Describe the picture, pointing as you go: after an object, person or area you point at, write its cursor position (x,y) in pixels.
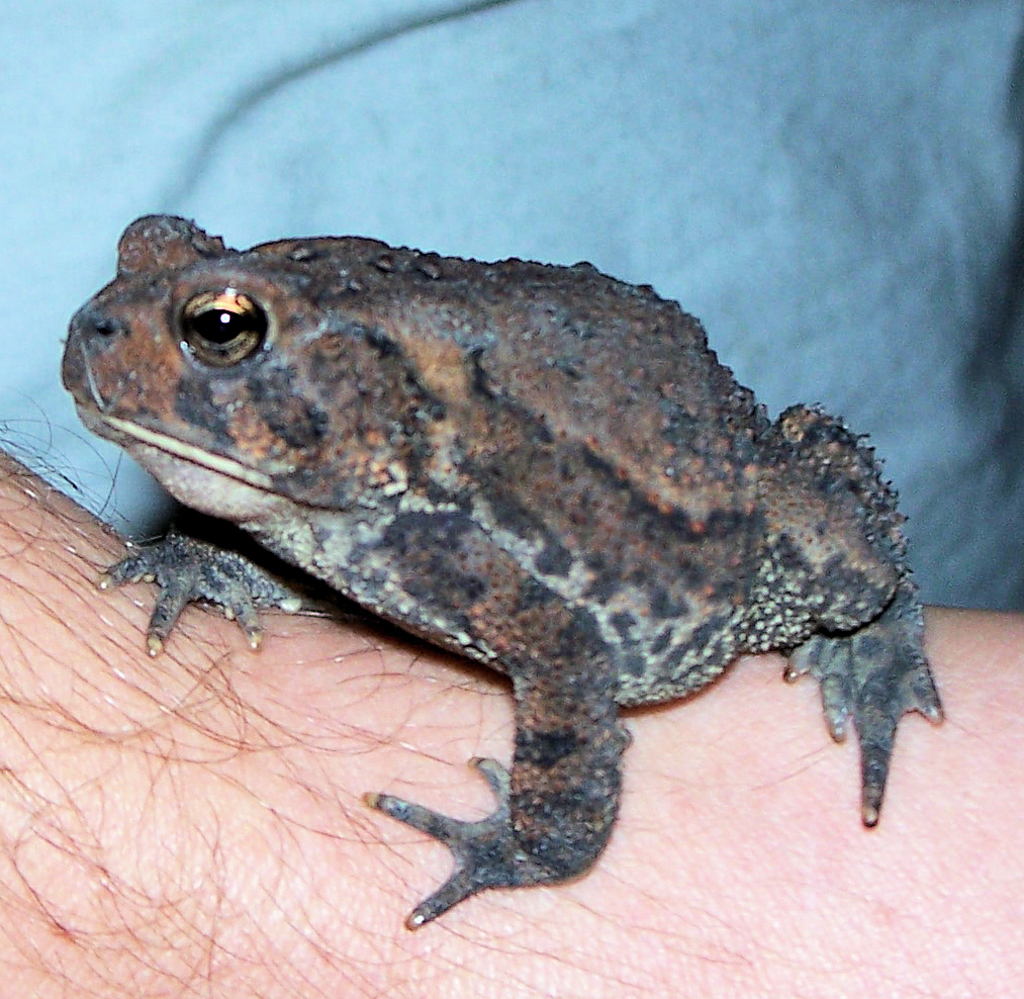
In this image I see a frog (573,309) on the skin (269,980) which is of cream in color and I see the hairs (222,740) and I see the blue color cloth (594,8) in the background (492,213).
